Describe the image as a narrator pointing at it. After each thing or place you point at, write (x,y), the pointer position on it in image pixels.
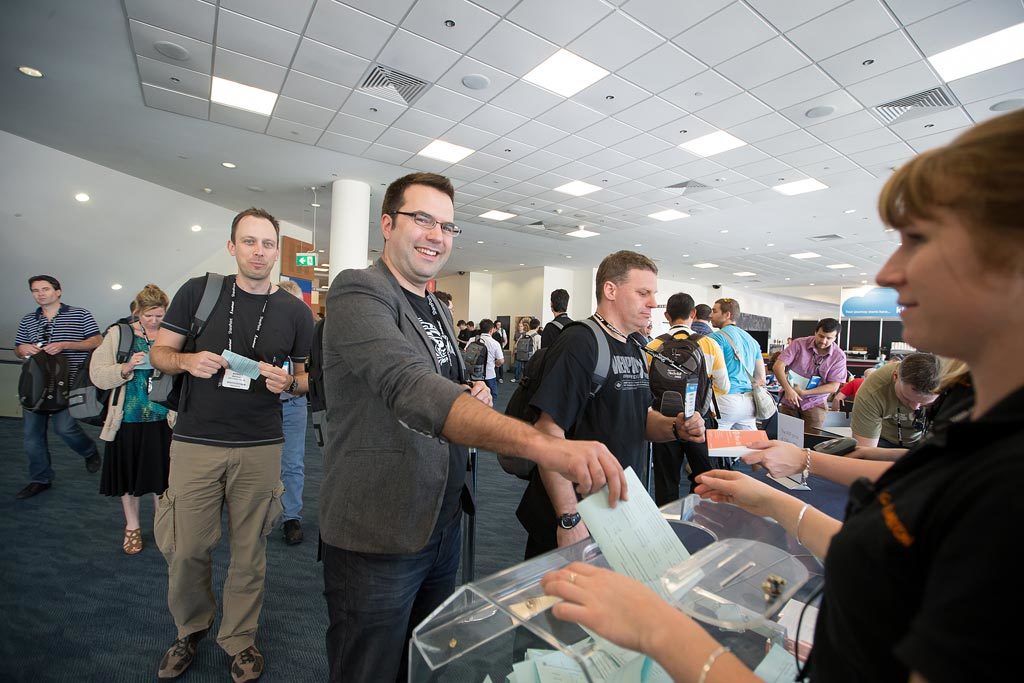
In this image I can see a crowd of people (256,262) a person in the center of the image (409,270) is dropping a paper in a drop box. I can see a woman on the right hand side of the image (790,499) is holding a drop box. I can see a false ceiling (348,128) with some lights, pillars (357,226) and many other objects (807,435) in this image.
